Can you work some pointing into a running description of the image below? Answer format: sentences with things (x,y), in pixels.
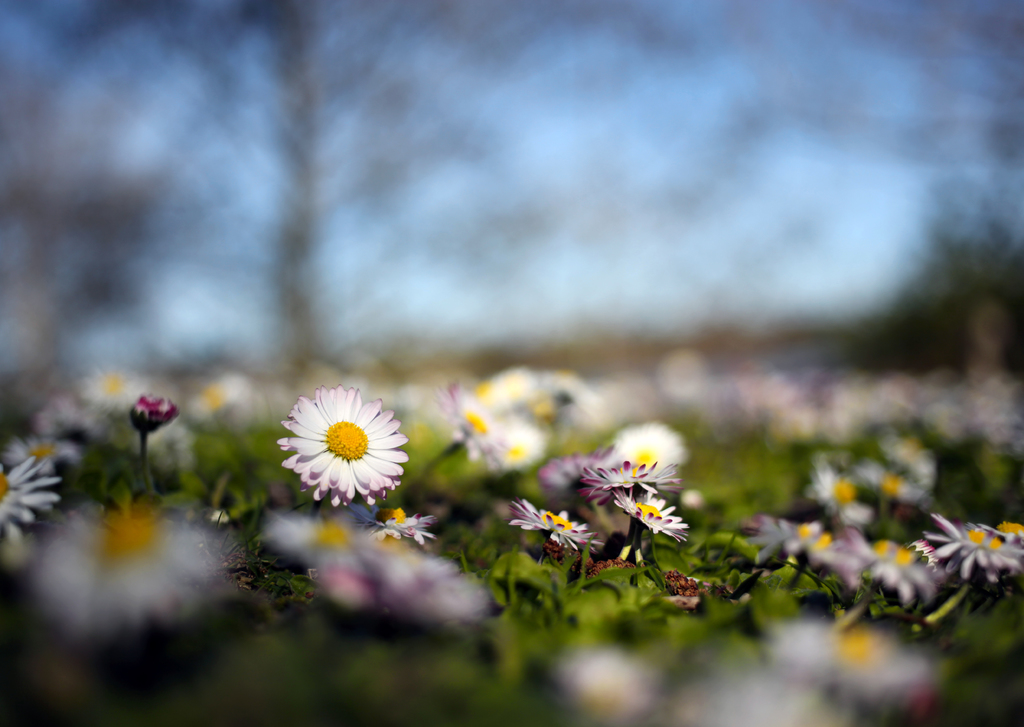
In this image we can see some plants (491,561) with flowers (290,418) and the background (852,345) is blurred.
